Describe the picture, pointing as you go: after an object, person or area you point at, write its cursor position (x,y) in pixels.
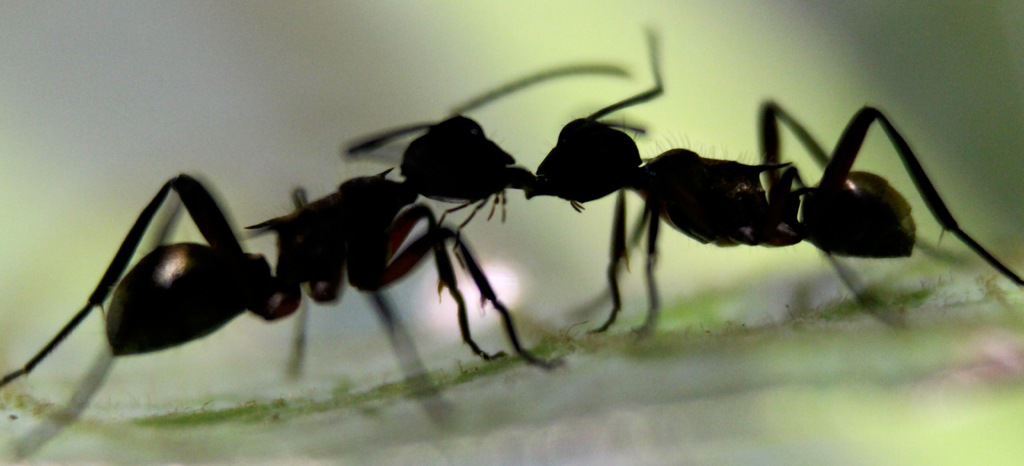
In this image we can see two ants (575,166) on a surface (740,371). There is a blur background (123,107).
